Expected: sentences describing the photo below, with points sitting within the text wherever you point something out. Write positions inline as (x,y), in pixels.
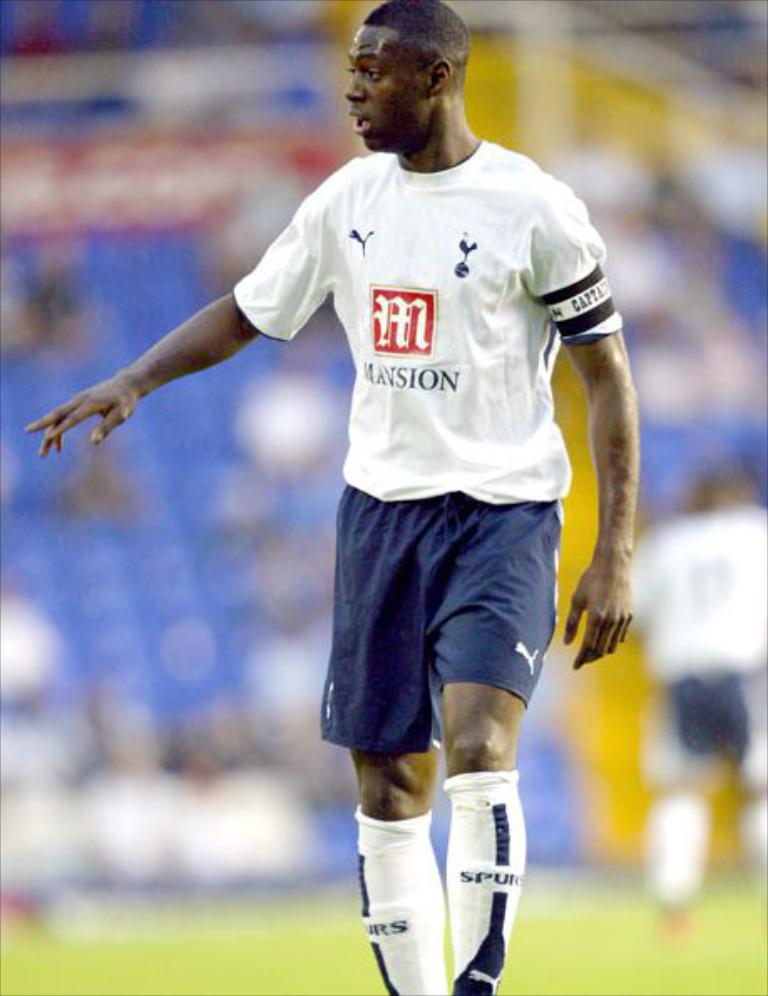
In this picture we can see the player (474,433) wearing white t-shirt (510,426) and blue shorts (474,677) standing in the ground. Behind there is a blur background (71,372).
